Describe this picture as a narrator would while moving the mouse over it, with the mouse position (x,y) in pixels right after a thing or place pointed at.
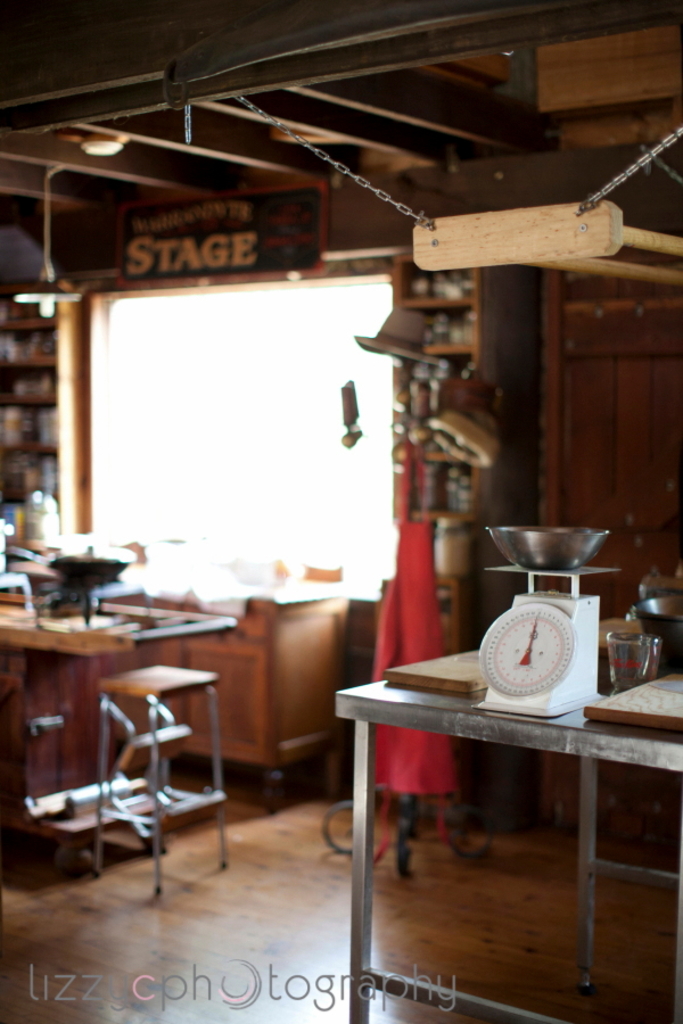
In this image there is a weighing machine (547,601), wooden boards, bowl (661,634) on the table (586,985), and in the background (149,615) there are some objects (7,336) in the racks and on the table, a name board (136,256), stool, curtain (384,671), window (225,487) and a watermark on the image.
